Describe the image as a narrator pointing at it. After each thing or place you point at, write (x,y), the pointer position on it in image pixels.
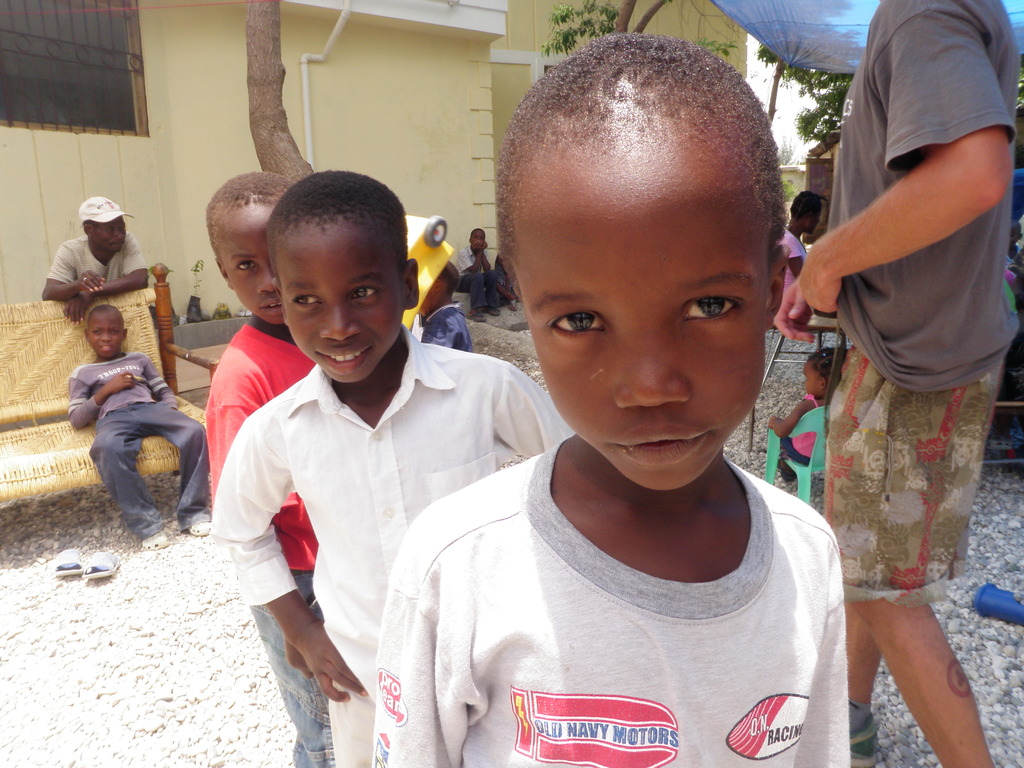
In this picture we can see three kids (493,584) and a person (889,289) are standing in the front (601,511), on the left side (46,409) there is a bench (27,409), we can see some kids (449,270) are sitting in the background (117,386), on the left side (194,147) there is a house (338,99), in the background (821,68) we can see trees (806,89) and a cover (852,69), at the bottom (152,669) there are some stones (172,665).
